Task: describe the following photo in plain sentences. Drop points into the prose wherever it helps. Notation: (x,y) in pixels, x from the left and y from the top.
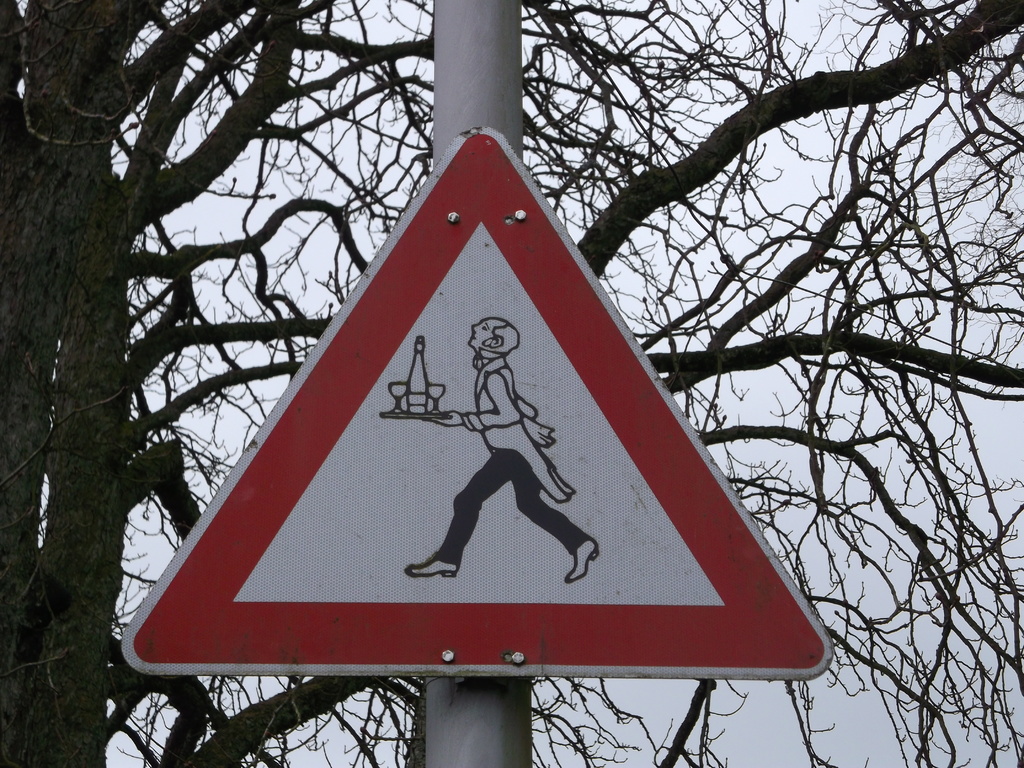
In the center of the image (435,390) we can see a sign board (483,419) attached to the pole (450,31). In the background (243,245) we can see the tree (594,180).
